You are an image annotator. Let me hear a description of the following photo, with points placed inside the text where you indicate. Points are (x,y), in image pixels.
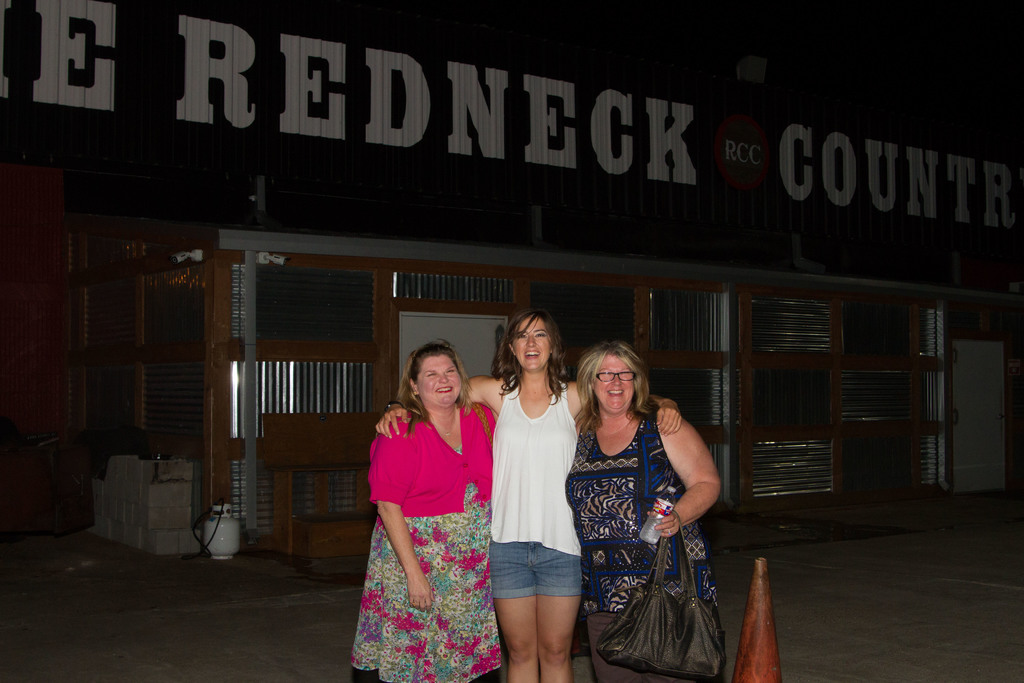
There are three people (677,579). The three people (579,505) are standing. They give a smile. On the right side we have a woman (710,594). She is holding a bottle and bag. We can see in the background (721,457) there is a shed (721,424) and road (204,587).
